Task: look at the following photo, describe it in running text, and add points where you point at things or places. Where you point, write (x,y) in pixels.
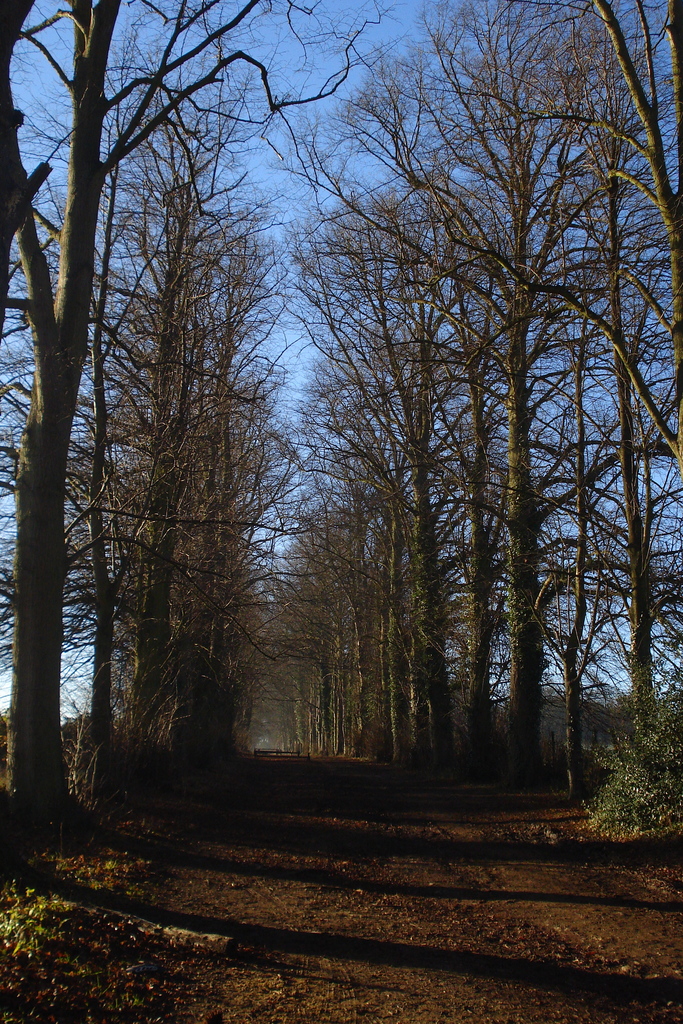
In the picture we can see a muddy path way (291,910) and on the either sides of the path (344,968) we can see dried trees (183,444) and some plants (614,823) near it and in the background (271,497) we can see a sky (67,7).
